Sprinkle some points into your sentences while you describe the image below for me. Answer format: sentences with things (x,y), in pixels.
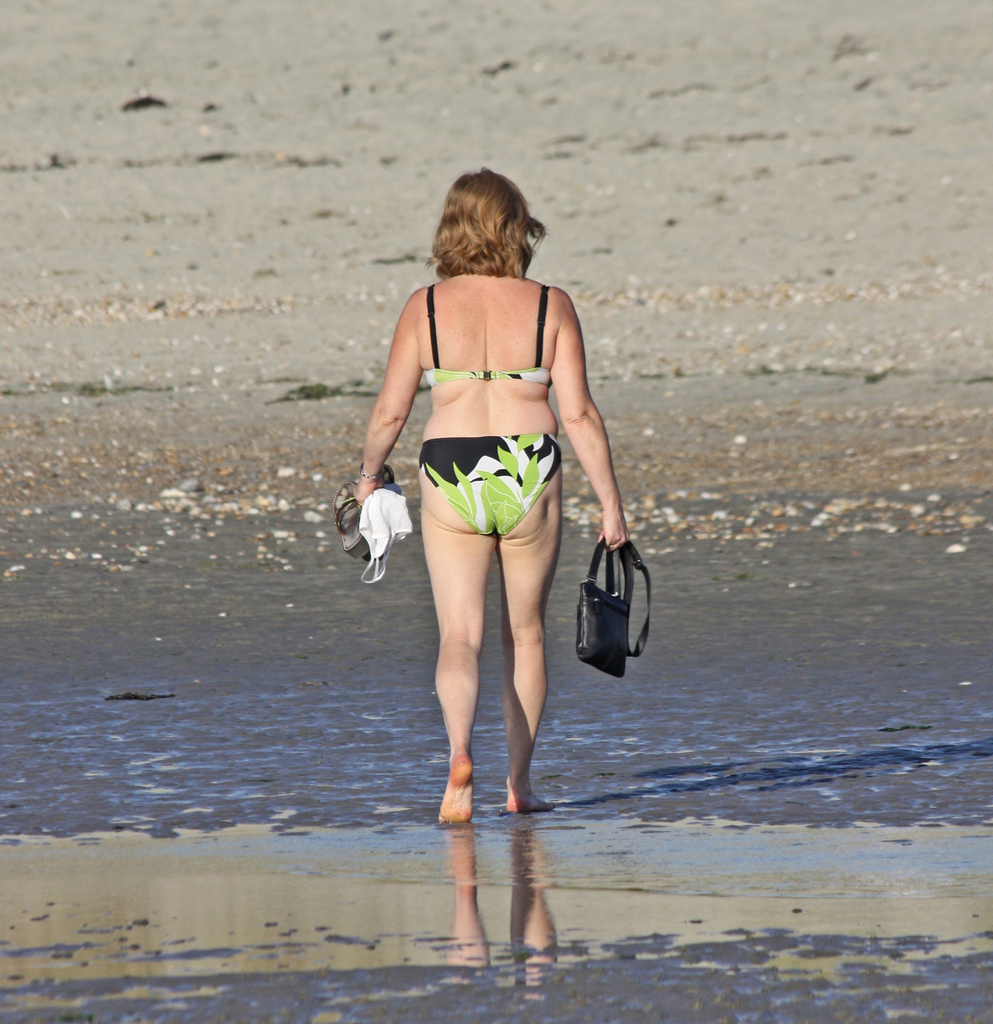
In this image I can see a person (475,390) holding the bag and the sandals (346,510).
